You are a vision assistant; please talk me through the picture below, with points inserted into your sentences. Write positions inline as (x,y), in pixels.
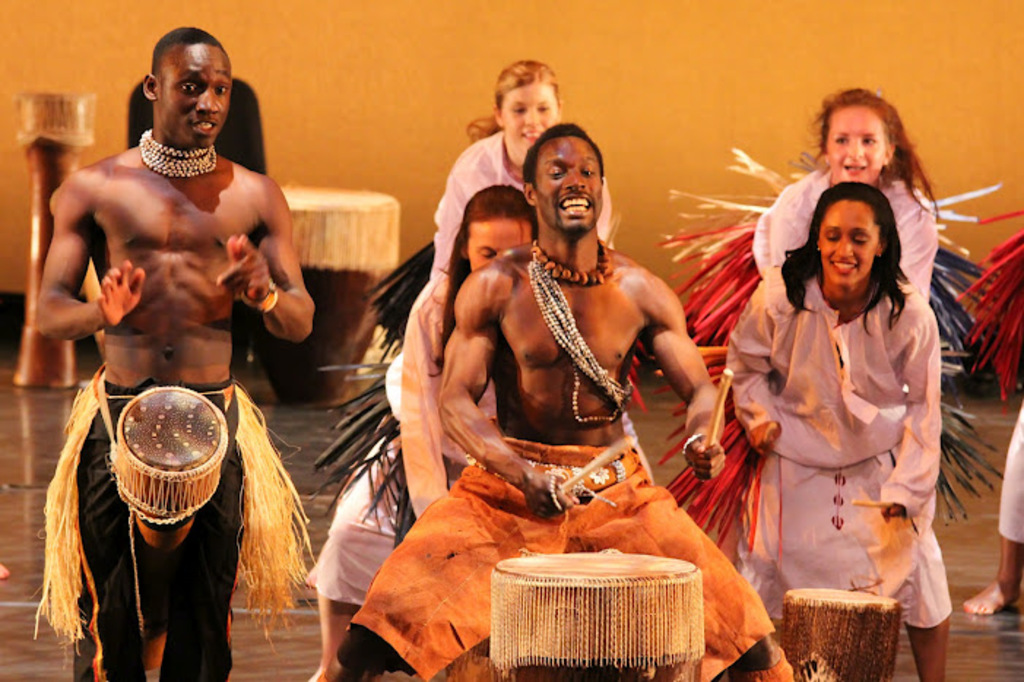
In this image, there are some persons (202,292) wearing colorful clothes (659,518) and playing drums (600,574). This person (543,553) is holding drum sticks (609,458) on his hands (564,497). There is a drum (342,224) and wall (356,91) behind these persons (788,240).
